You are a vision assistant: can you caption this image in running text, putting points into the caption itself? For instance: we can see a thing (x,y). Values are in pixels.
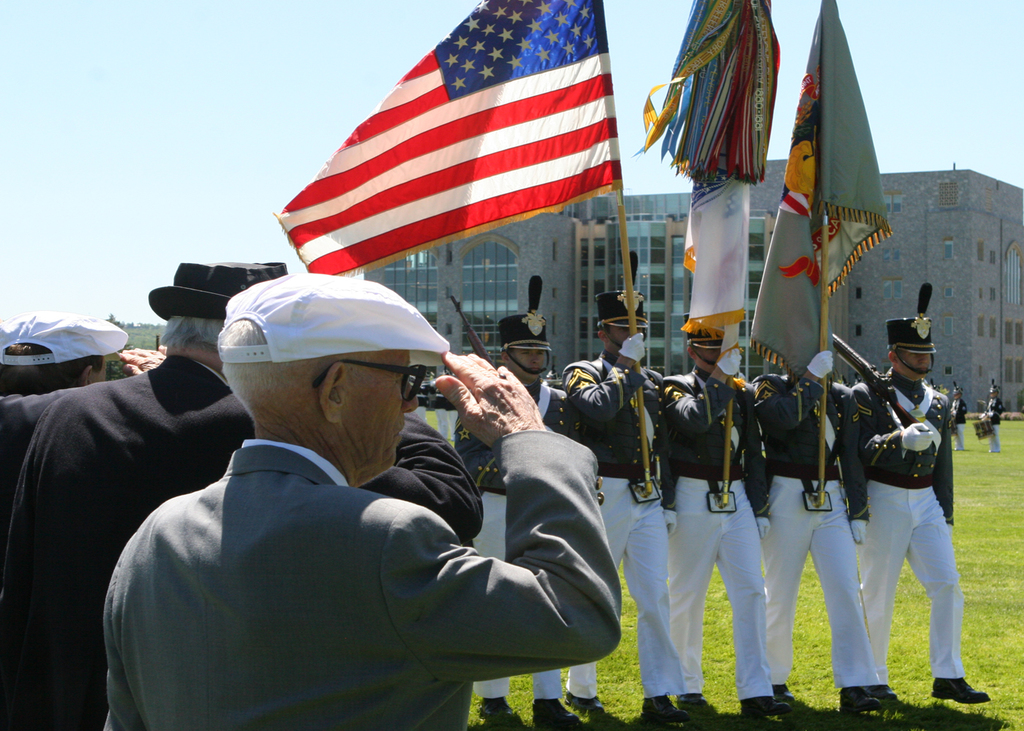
In this image we can see people (685,464) standing and some of them are holding flags (754,339). In the background (912,269) there is a building (652,274) and we can see the sky (23,159).
